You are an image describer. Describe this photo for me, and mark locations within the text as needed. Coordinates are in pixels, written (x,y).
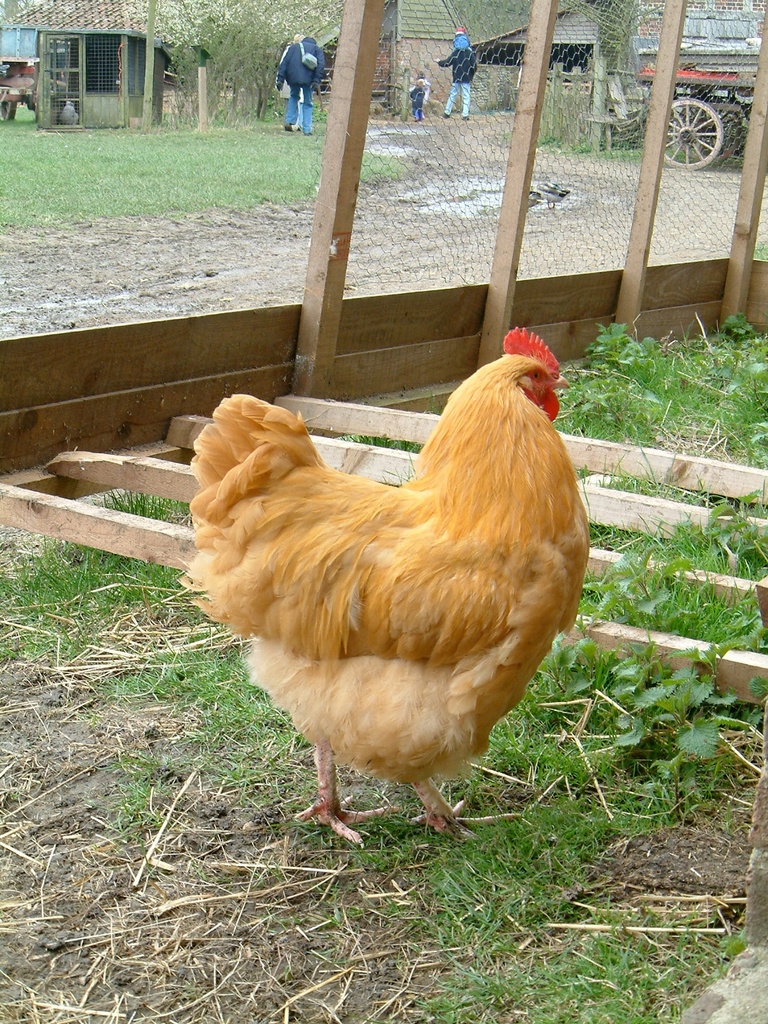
In front of the picture, we see hen (426,504). At the bottom (498,882), we see grass (669,812) and herbs (645,757). Beside that, we see wooden sticks (720,465). Behind that, we see a fence (369,277). In the right top (706,164), we see a vehicle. At the top of the picture (287,129), we see three people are walking. There are trees (221,53), buildings (450,7) and a vehicle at the top (211,42).
